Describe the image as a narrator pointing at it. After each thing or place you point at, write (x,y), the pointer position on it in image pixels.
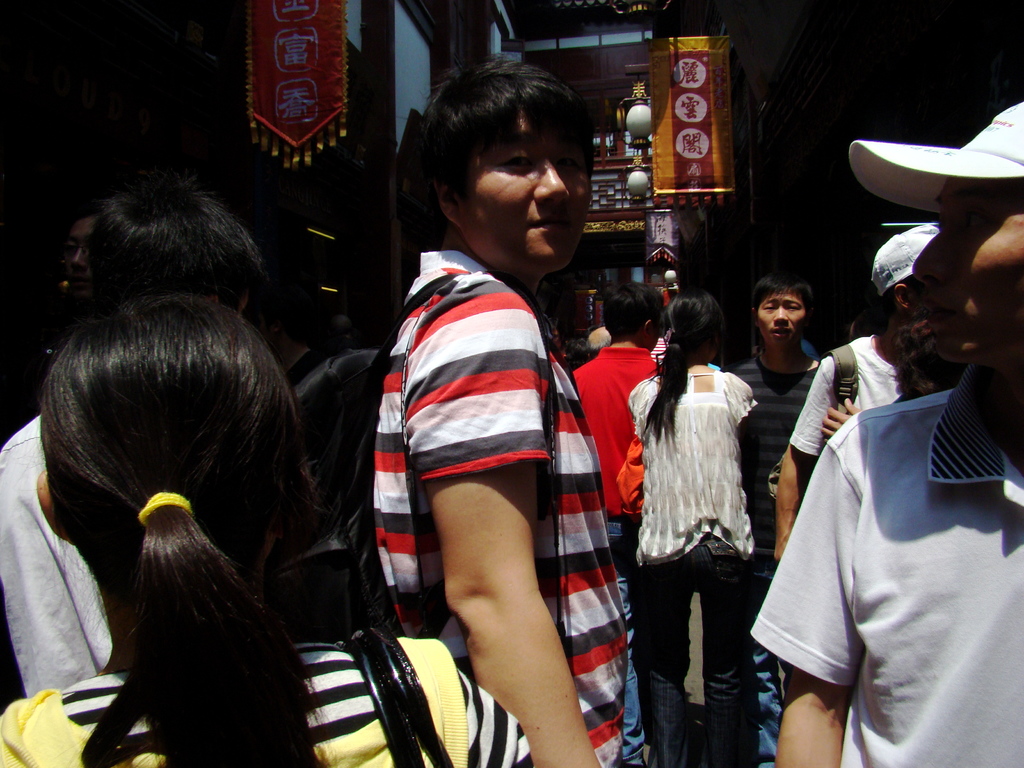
This picture describes about group of people (665,528), they are standing, in the background (709,231) we can find few hoardings (691,129), lights (634,116) and buildings (748,222).
